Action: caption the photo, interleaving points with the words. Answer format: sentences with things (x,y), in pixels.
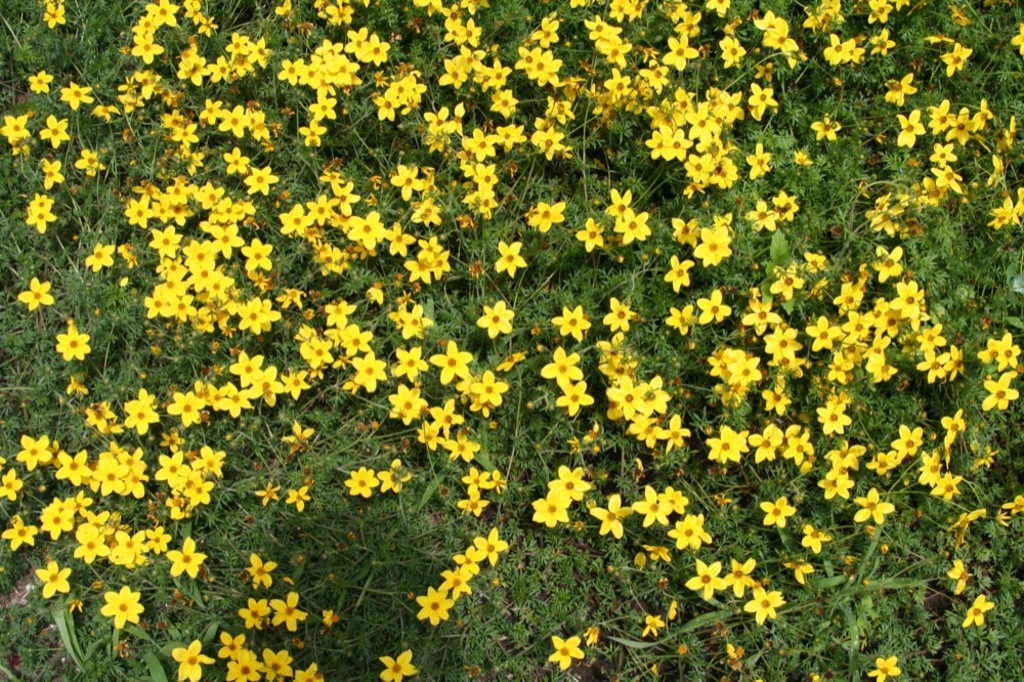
In this image, we can see some plants (411,610) with flowers (363,468) which are in yellow color.
